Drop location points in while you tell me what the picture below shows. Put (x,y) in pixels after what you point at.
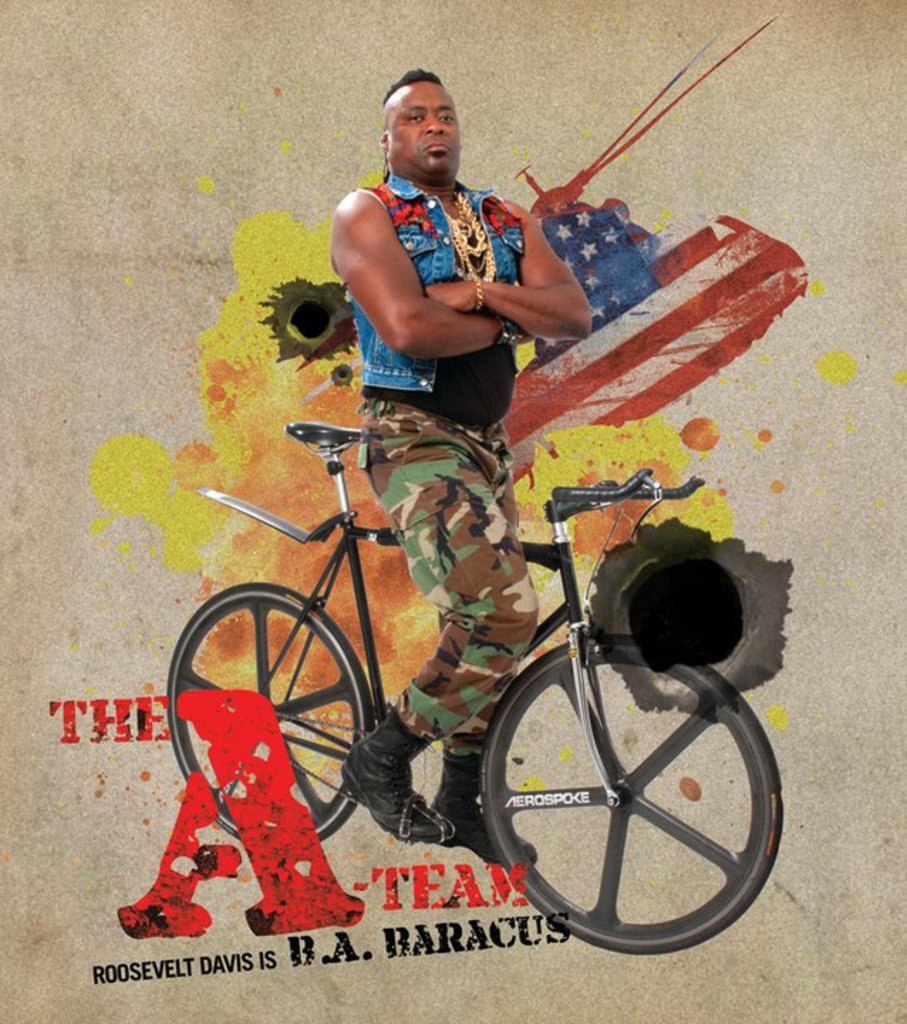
In this Image I see a man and i see a cycle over here. I see that this is a poster (126,309).
